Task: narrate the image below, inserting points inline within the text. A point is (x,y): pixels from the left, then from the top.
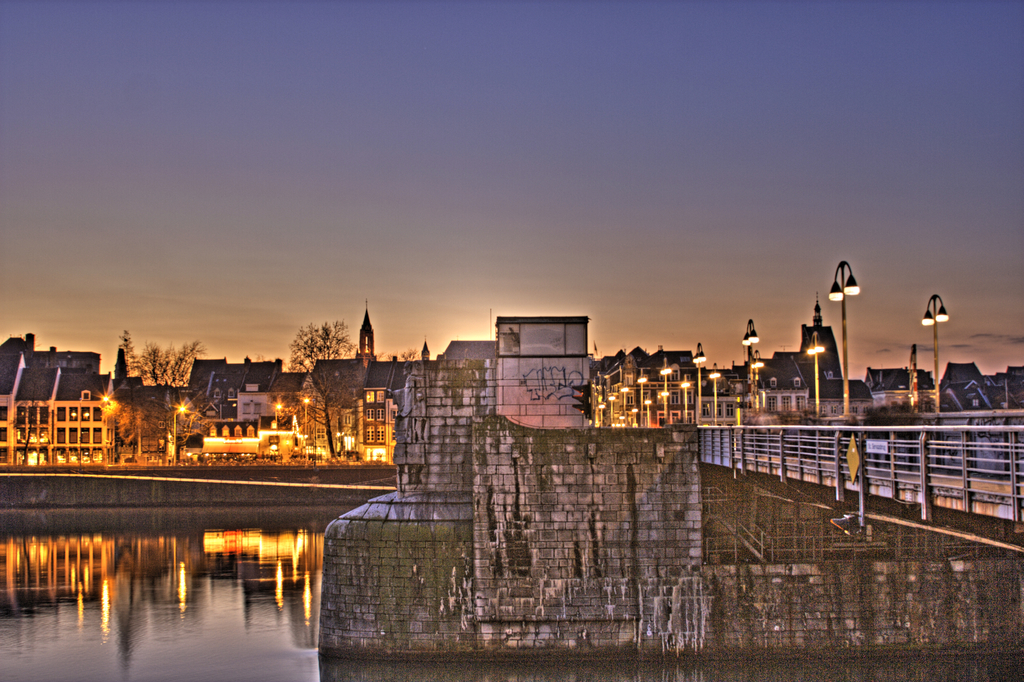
At the bottom of the image (120,517) there is a lake (131,529). In the center (541,392) there are buildings (992,400). On the right (741,426) there is a fence (731,440) and we can see poles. In the background (220,358) there are trees (158,358) and sky (434,110).
